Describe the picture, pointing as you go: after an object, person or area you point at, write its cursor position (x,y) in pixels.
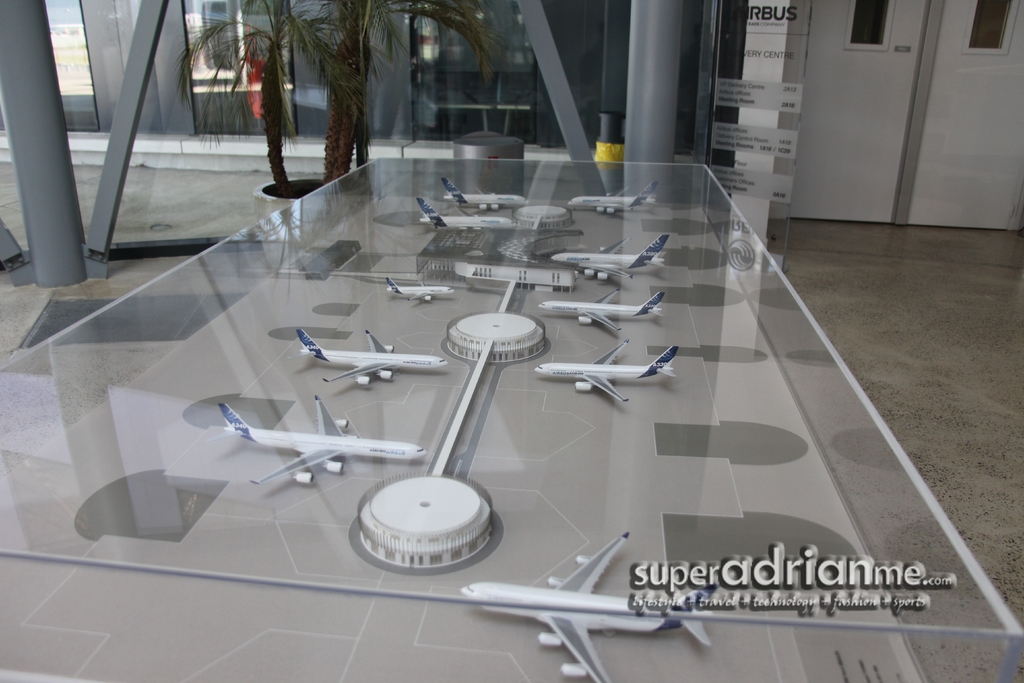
Inside this glass table (265,351) there are aeroplanes (632,257). Far there is a door (903,101), bin (481,151) and plants (369,25).
